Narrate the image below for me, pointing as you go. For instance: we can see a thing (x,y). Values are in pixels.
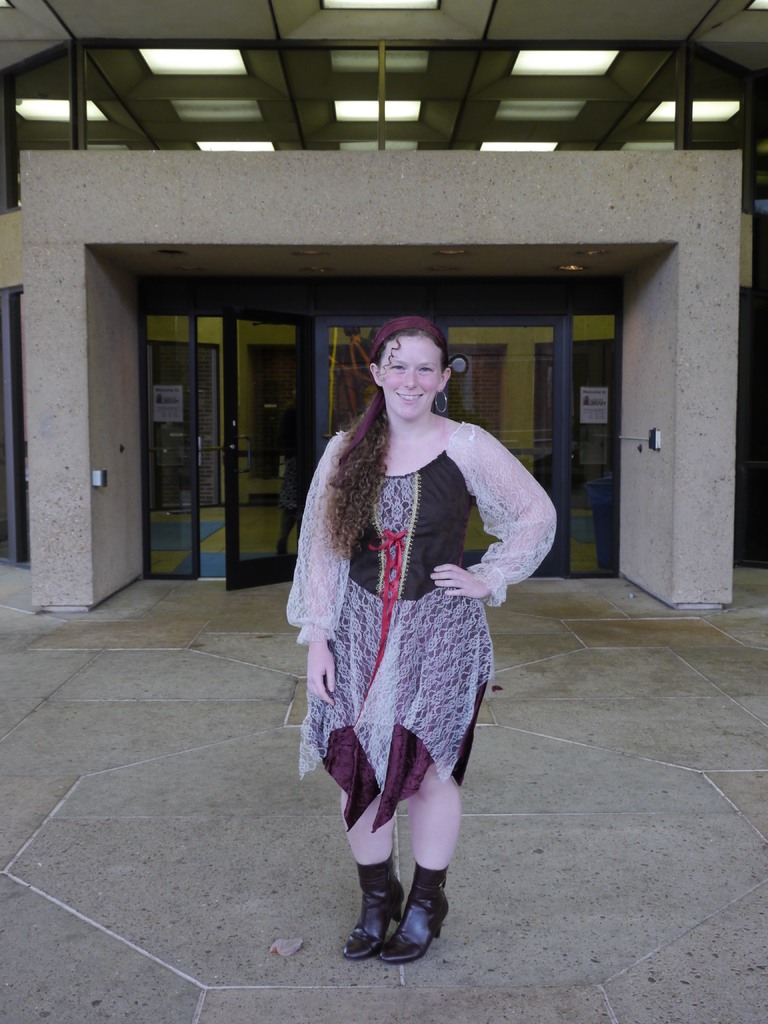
In this picture I can see a woman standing in front on the path (316,846) and in the background (289,241) I can see a building (338,152). On the top of this picture (175,67) I can see the lights (389,67).
